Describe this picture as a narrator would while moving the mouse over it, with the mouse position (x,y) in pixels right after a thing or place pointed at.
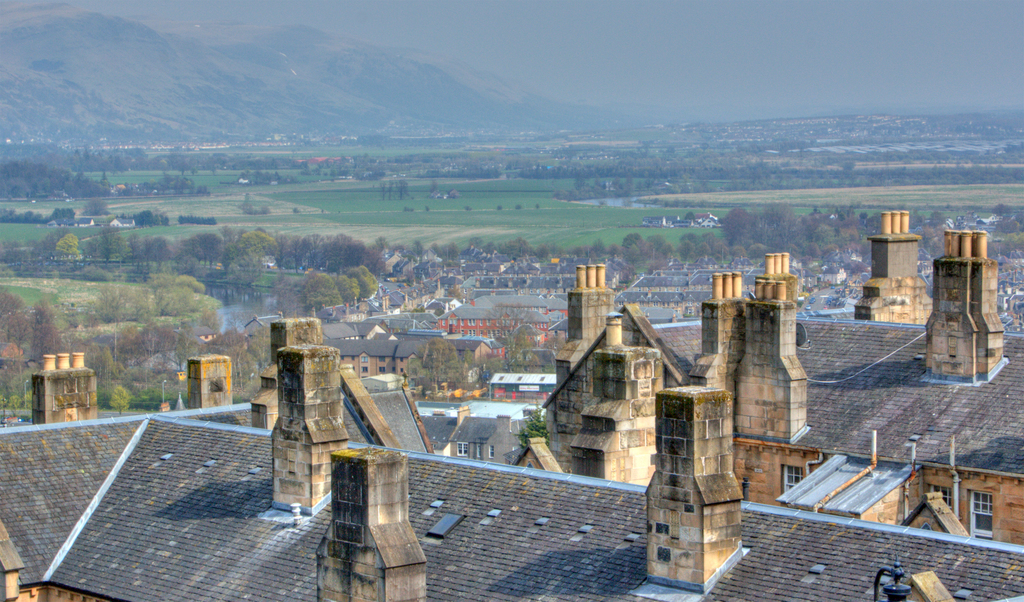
In this image we can see buildings (379,301), trees (353,276), water (222,303), mountains (480,101) and sky (575,38).
